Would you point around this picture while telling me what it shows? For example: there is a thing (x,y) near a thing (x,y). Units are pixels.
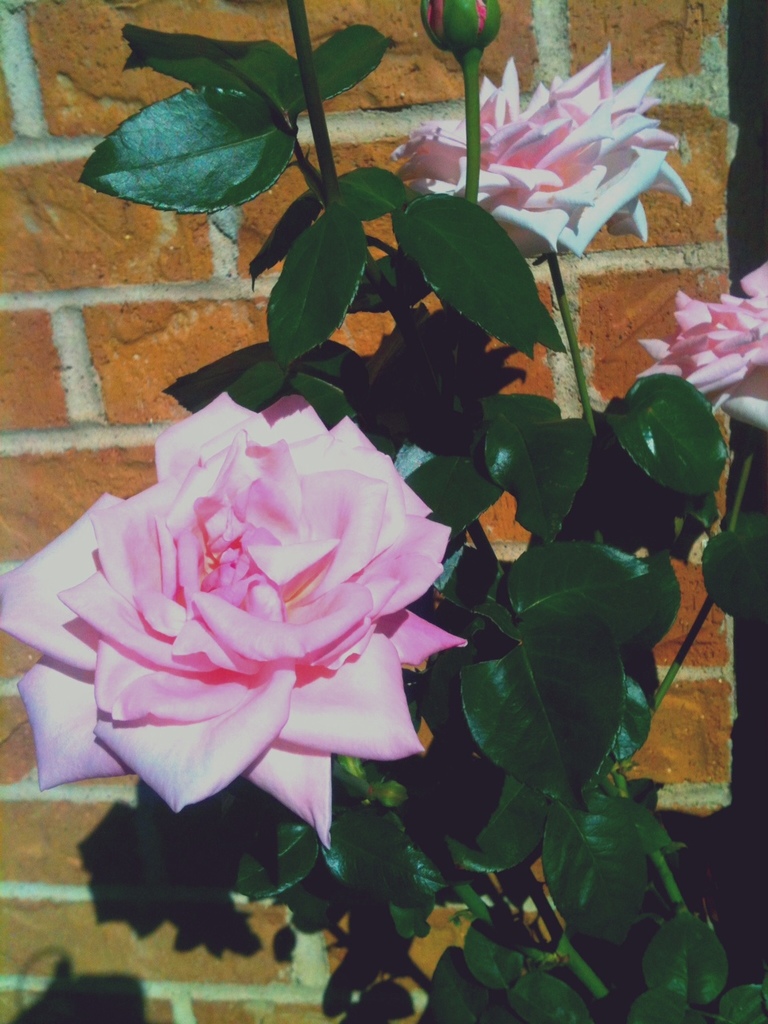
In this image I see the green leaves (624,861) and pink flowers (415,551) on the stems (558,930) and I see a bud (477,24) over here and I see the wall (200,244) which is of white and orange in color.
